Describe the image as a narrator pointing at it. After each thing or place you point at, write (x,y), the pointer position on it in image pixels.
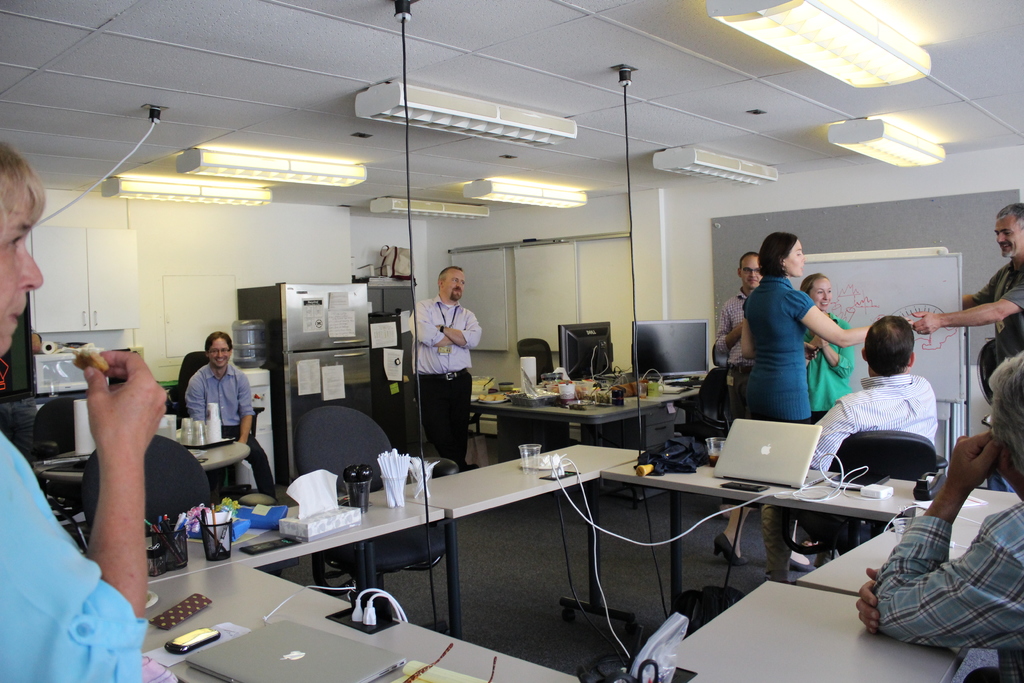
In this image I can see number of people (1021,385) where few of them are sitting on chairs (807,524) and rest all are standing. On these tables (503,443) I can see few laptops (793,436), glasses (364,498) and few more stuffs (391,479).
